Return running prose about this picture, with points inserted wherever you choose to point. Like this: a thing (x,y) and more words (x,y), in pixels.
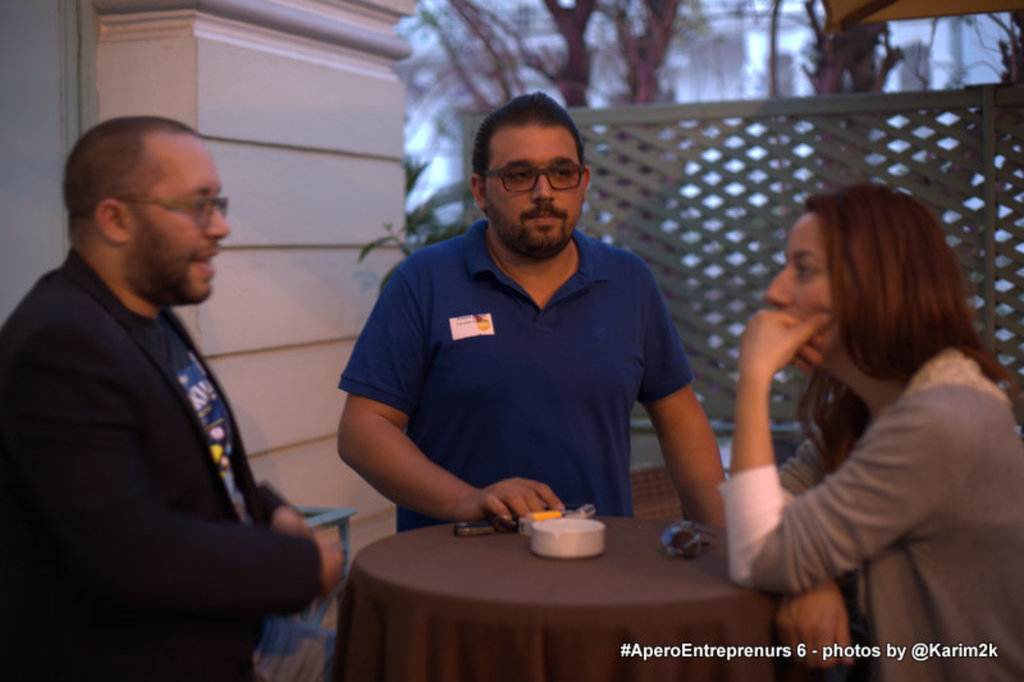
There are three persons (512,384). Two persons (409,349) on the left (334,573) is wearing specs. There is a table (512,588). There are some items (580,520) on the table (608,540). In the background (689,227) there is a wall (717,168), tree (658,65) and a pillar (394,136). On the right corner (759,648) there is a text (778,649).
